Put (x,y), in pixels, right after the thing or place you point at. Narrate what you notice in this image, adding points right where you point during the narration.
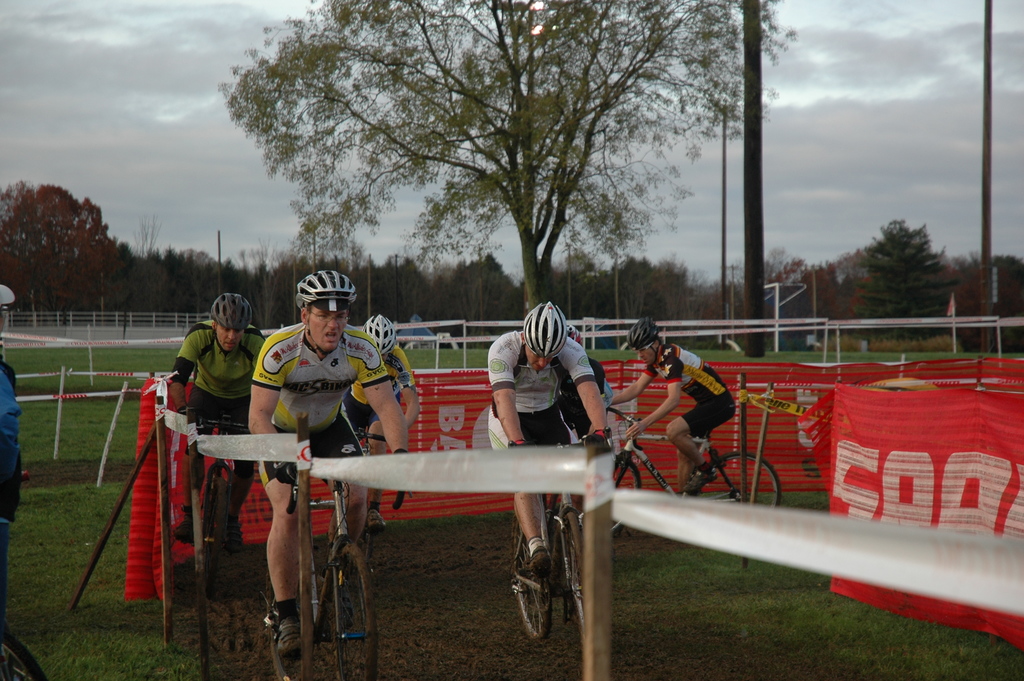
In this image in front (767,527) there is a fence (636,515). There are banners (932,473). There are people (380,399) cycling on the grass (775,595). In the background of the image (364,323) there are trees (530,195), poles (747,185) and sky (138,102).
